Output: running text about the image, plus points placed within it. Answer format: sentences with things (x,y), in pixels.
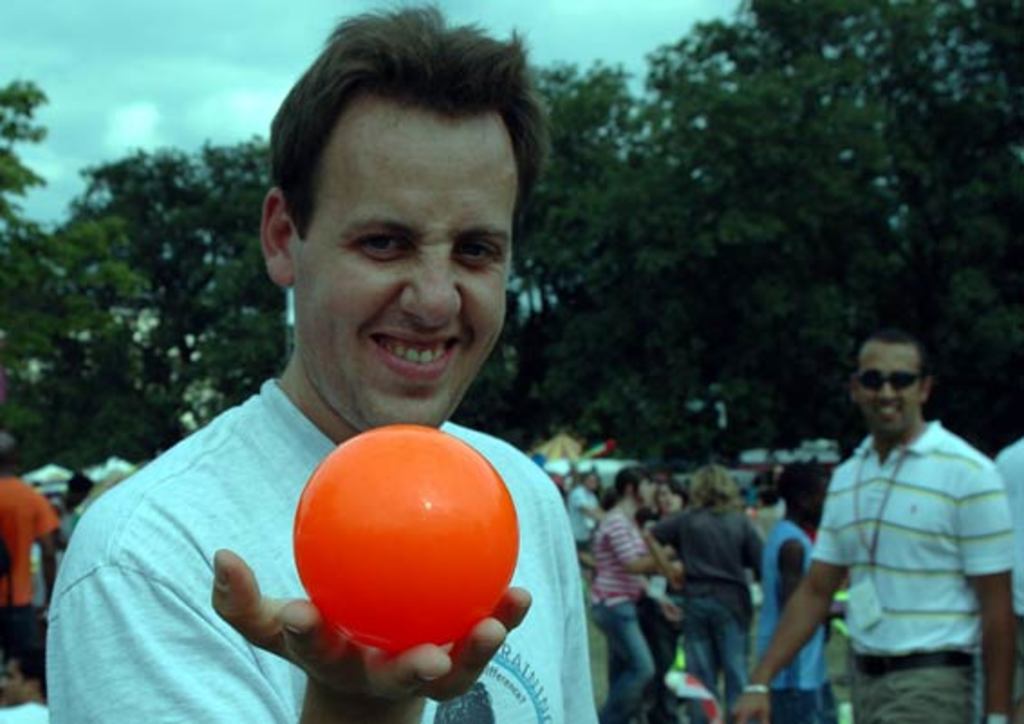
In the image we can see a man (118,496) wearing clothes (146,580) and there is an orange color circular object (357,624) in hand (270,605) and he is smiling. Around him there are other people (739,516) wearing clothes (743,612), they are standing and some of them are walking. There are trees (768,226) and the sky (55,186).
